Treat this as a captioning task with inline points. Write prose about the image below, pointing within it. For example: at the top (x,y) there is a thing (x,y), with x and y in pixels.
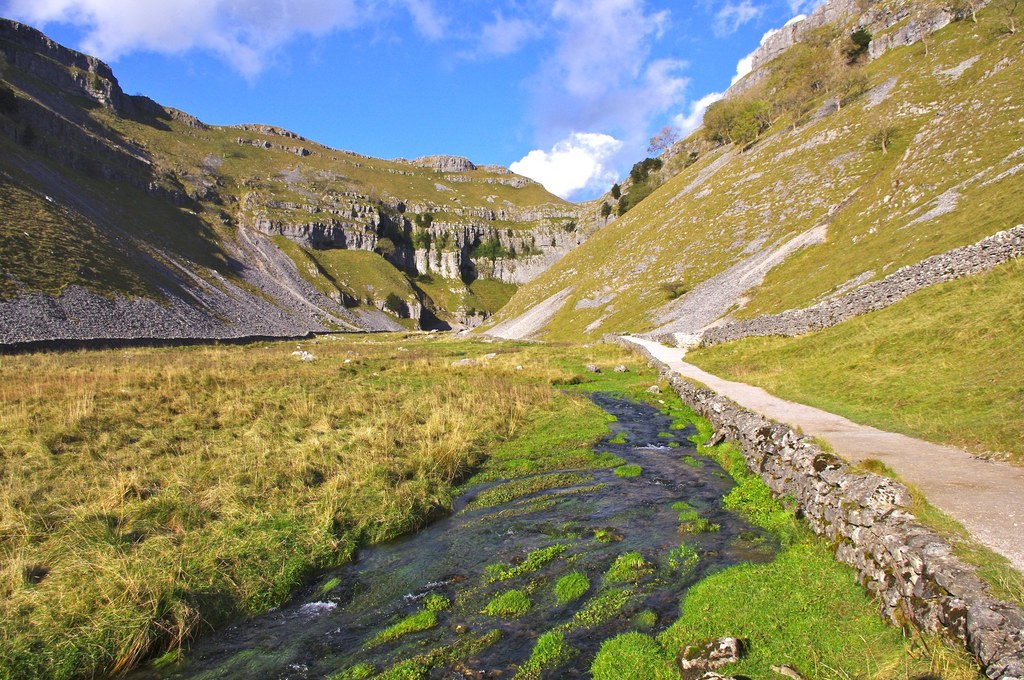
In this image, we can see some grass (525,468), water (553,564). We can also see the ground (696,379). There are a few hills (350,167). We can see the sky (350,116) with clouds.
